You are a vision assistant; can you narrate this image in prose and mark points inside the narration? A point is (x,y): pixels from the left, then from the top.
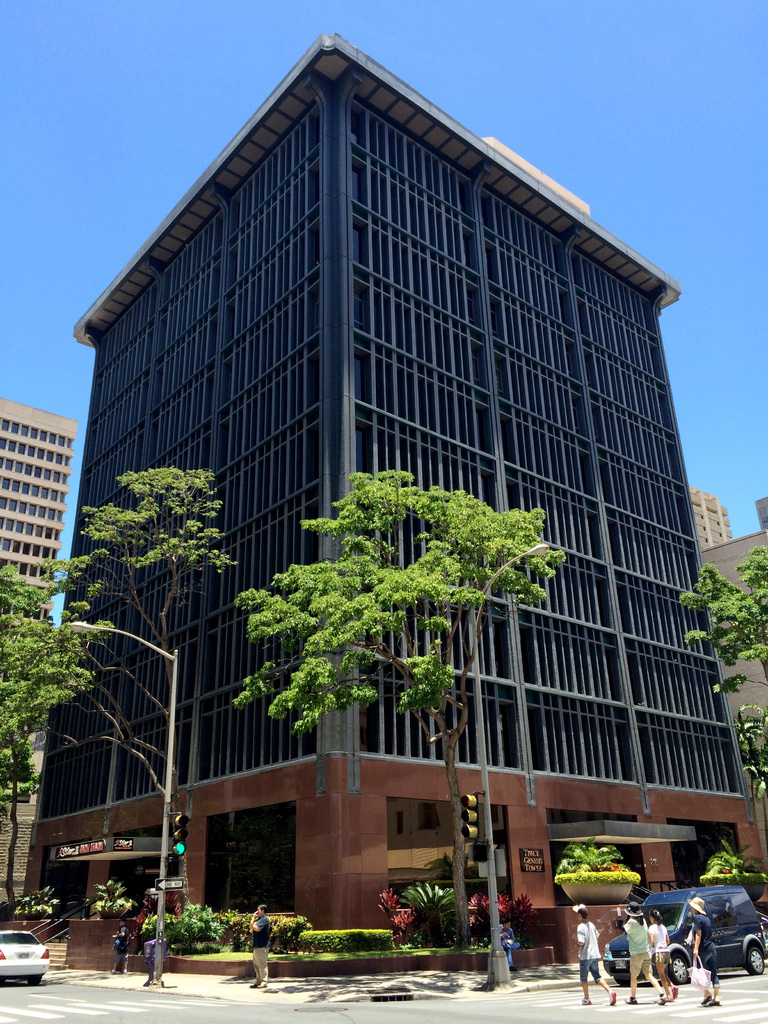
In this image I can see group of people (630,1003) walking and I can also see few vehicles (689,950), trees (16,791) and plants (411,930) in green color. In the background (369,317) I can see few buildings (165,402) in cream, gray and brown color and the sky (582,77) is in blue color.
